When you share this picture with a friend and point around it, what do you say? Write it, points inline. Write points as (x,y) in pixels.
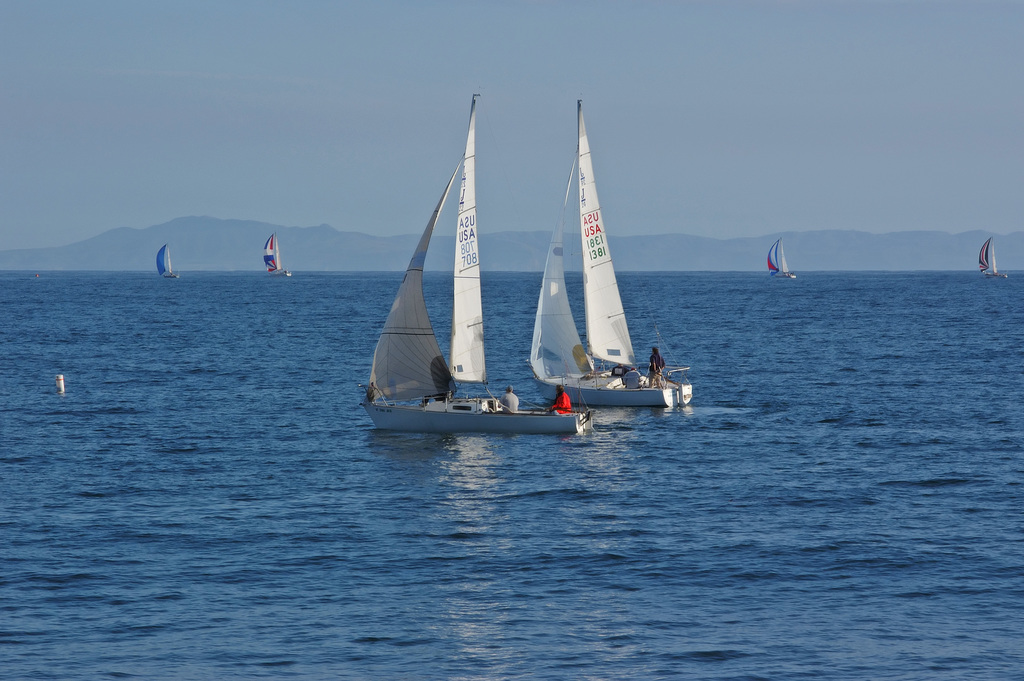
In the image there are few ships (570,340) in the ocean (92,550) and behind there are hills (441,260) and above its sky (579,84).
